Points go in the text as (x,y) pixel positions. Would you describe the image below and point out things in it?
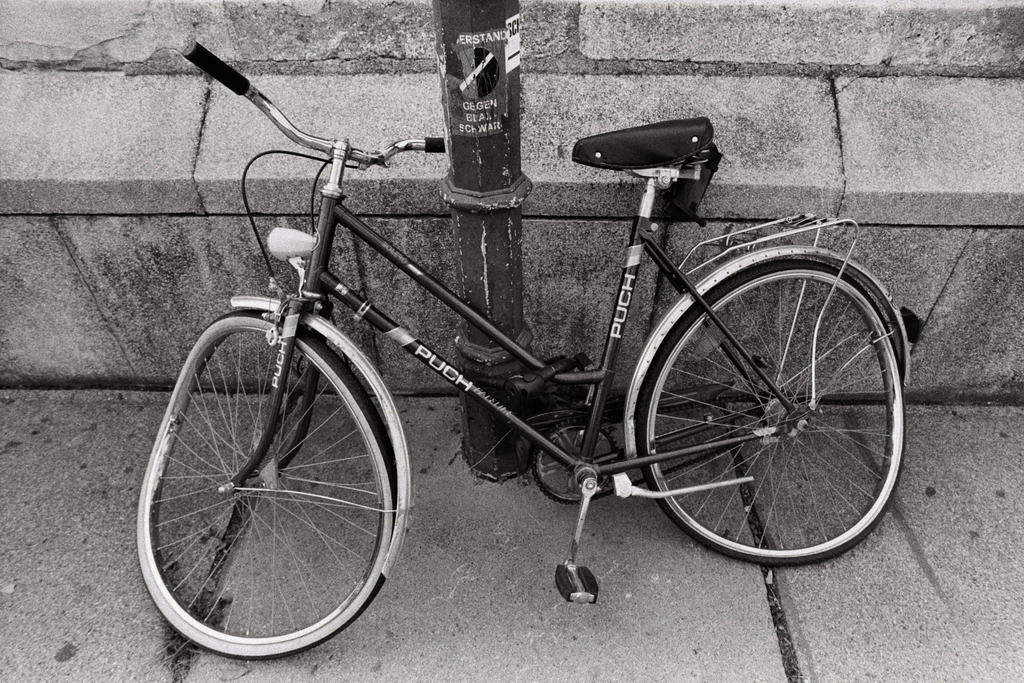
It is a black and white image. In this image we can see a bicycle (732,558) on the path (509,562). In the background (543,338) there is a pole (481,202) and also the wall (138,220).
